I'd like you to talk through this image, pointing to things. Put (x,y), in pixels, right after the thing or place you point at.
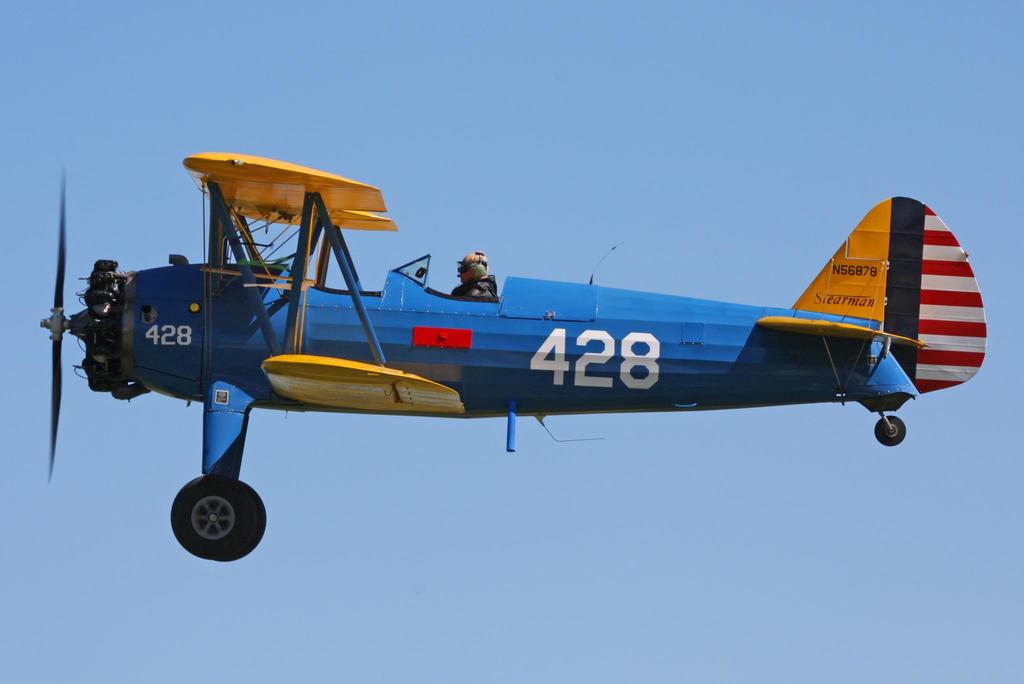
In the center of the image (483,314) there is a person (477,277) in the airplane (528,321) and the plane (597,335) is present in the air (822,532). In the background (701,566) we can see the sky (343,556).
